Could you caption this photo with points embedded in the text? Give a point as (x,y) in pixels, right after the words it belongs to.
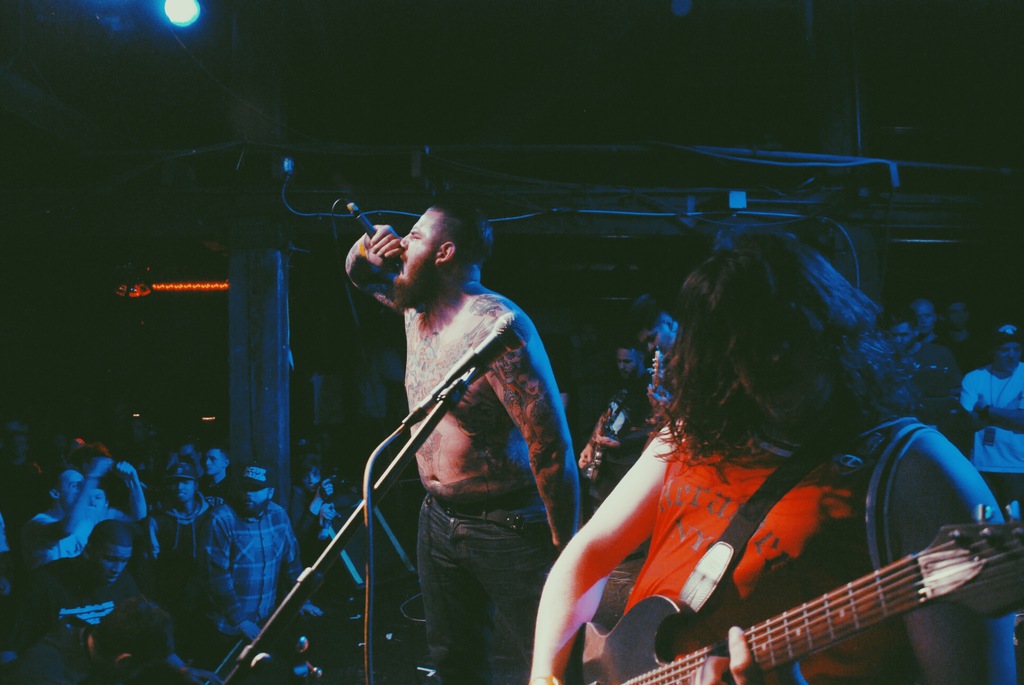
A man (474,467) wearing a jeans (486,549) is holding a mic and singing. Another man (775,527) wearing a red t shirt (765,563) is holding a guitar (765,629). Many people (286,525) are standing.
